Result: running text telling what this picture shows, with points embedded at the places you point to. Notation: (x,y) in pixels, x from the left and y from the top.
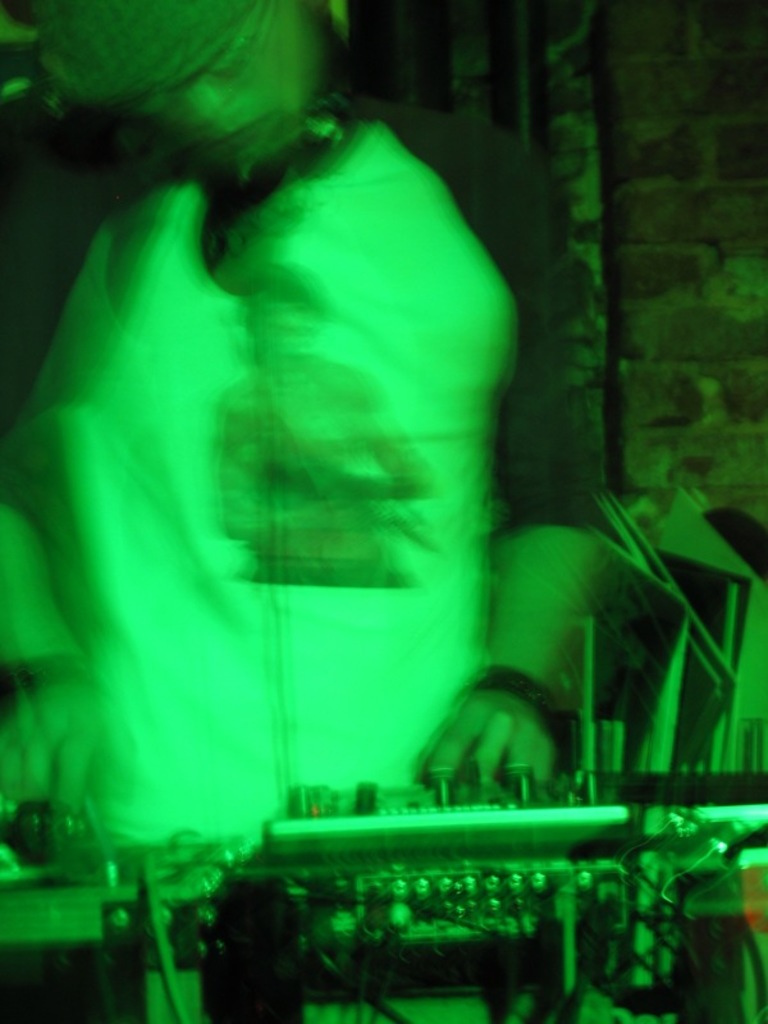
This is the blurred picture of a person (161,236) who is in front of the musical instrument (425,903).
